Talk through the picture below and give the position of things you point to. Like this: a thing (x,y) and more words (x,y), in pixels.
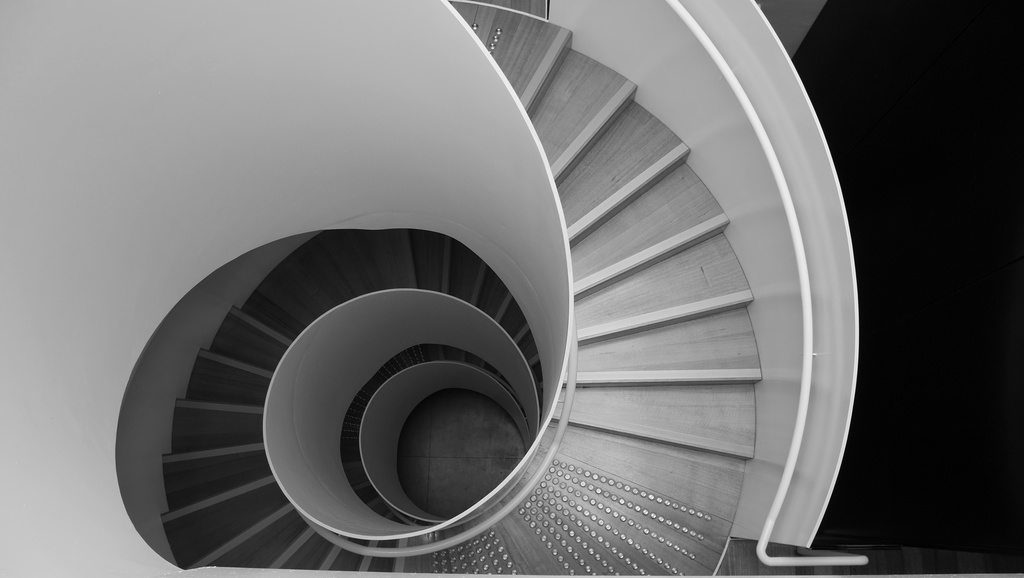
In this picture I can see stairs (613,294). This picture is black and white in color.
